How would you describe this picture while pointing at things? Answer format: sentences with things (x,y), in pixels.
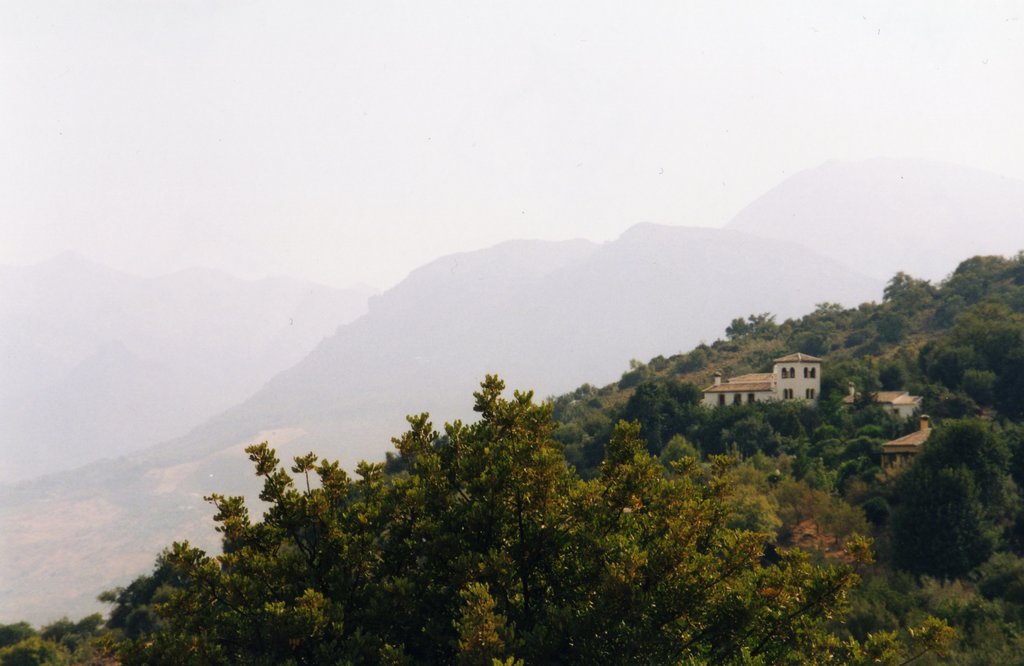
In this image I can see many trees (718,525). To the right (739,383) I can see the houses (804,397). In the background (404,336) I can see the mountains (337,299) and the sky (347,129).
